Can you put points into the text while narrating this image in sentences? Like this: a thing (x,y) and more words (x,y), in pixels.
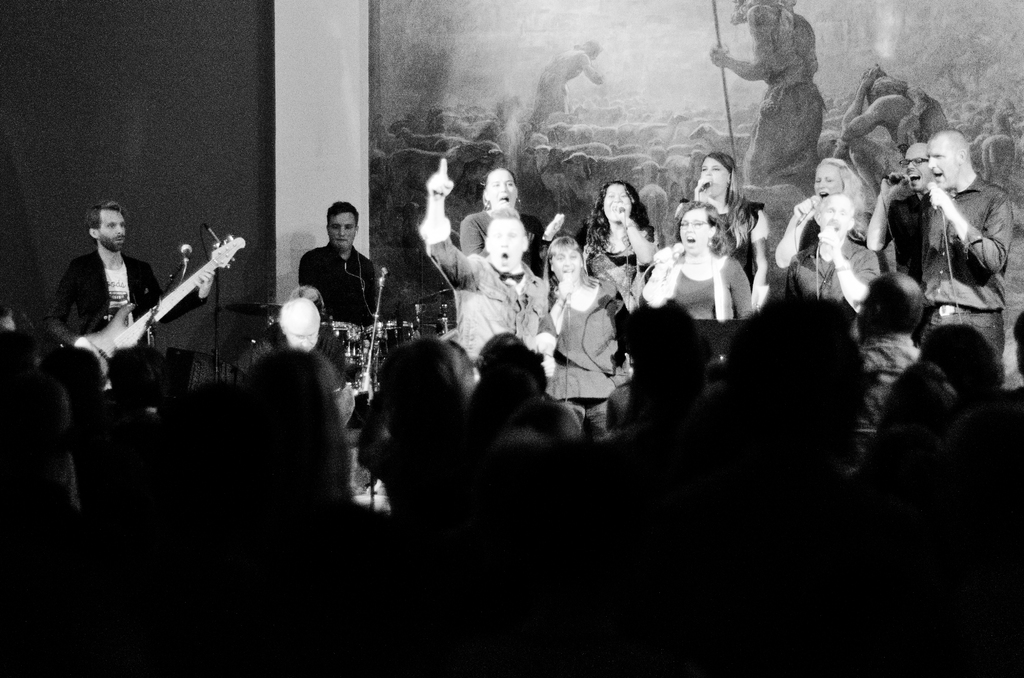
In this image there are group of musicians (532,296) performing in front of the crowd (494,528). On the right (951,208) this man (975,224) is holding a mic (943,203) and is singing as we can see his mouth (939,177) open, woman (829,192) is holding a mic (816,197) and is singing. At the left side (341,277) this man (346,279) is standing in front of musical instrument (378,342) and is playing musical instrument (365,332) at the left side (116,286) this man (125,295) is holding a guitar (124,318) and is playing a guitar (127,319). In the background (606,84) we can see a wall frame painting (649,97).
